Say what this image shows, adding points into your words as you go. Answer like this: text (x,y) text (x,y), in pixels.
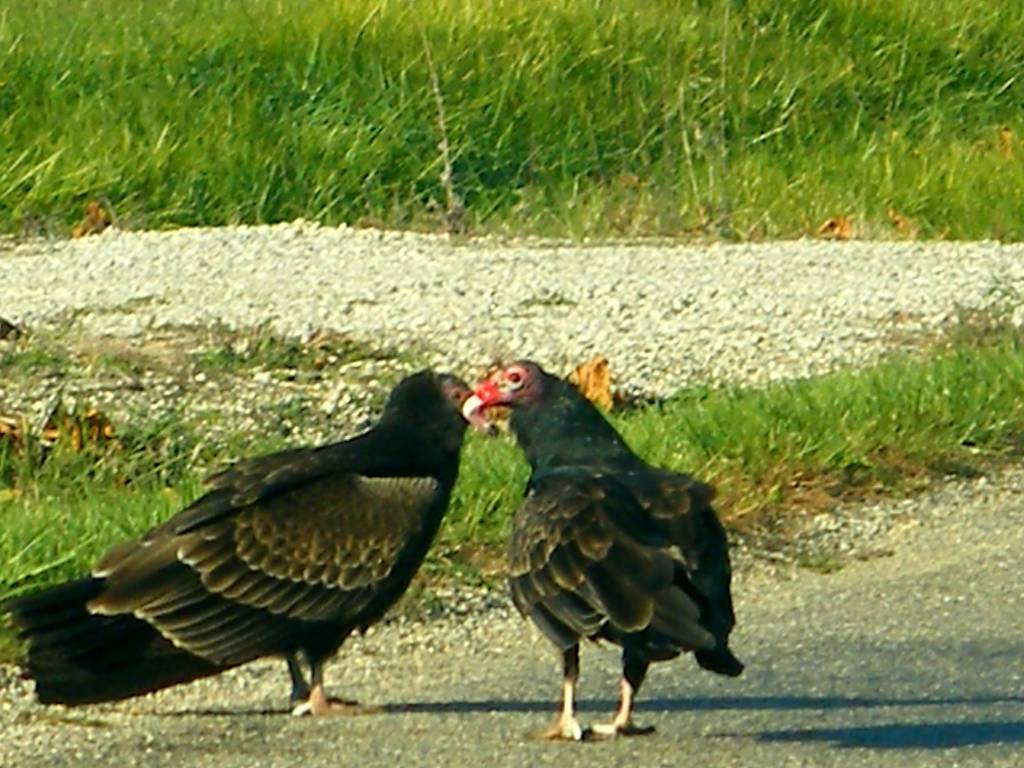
In the picture we can see two vultures (311,531) are standing on the part of the road (755,669), the vultures (624,460) are black in color with red color face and white beak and behind them, we can see a part of grass surface (59,453) and beside it, we can see a part of the white color surface (313,313) and in the background (46,191) we can see full of grass (507,112).
